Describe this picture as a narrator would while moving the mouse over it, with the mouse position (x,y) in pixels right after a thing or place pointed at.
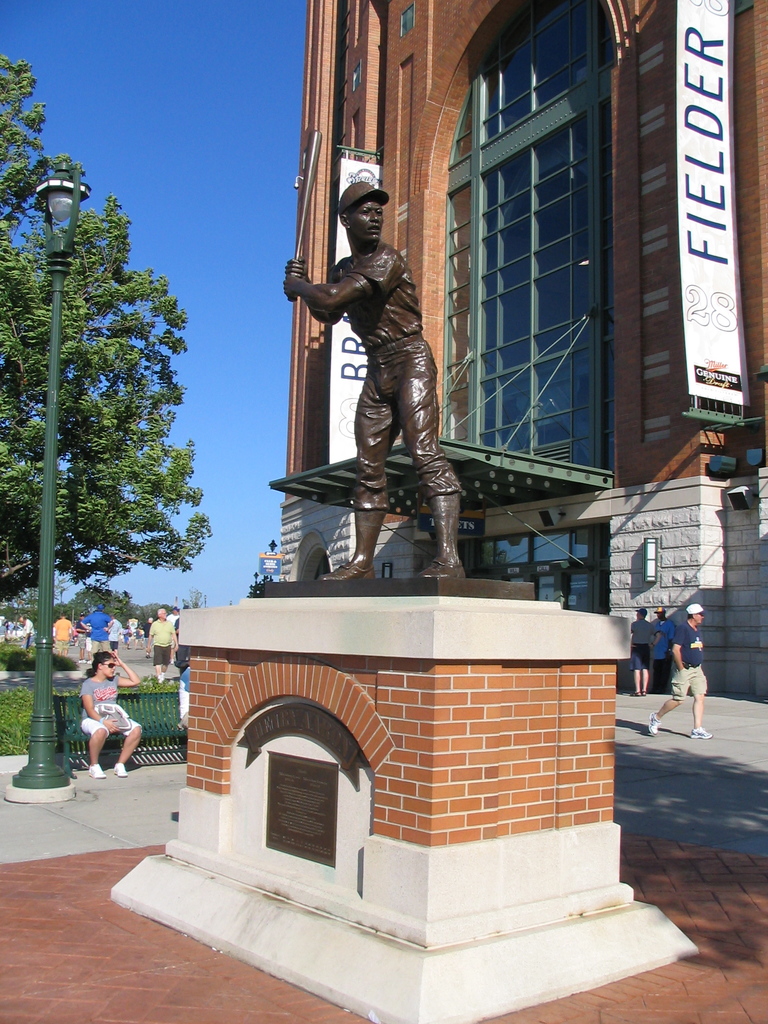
In this image I can see a brown colour sculpture (335,281) of a man (356,505) in the front (366,477). In the background (187,697) I can see few people (187,665), a bench (155,751), a light (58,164), a pole (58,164), a building (693,555), few trees (195,543), the sky (187,116) and shadows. On the right side (708,352) I can see two boards (709,2) and on these boards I can see something is written.
